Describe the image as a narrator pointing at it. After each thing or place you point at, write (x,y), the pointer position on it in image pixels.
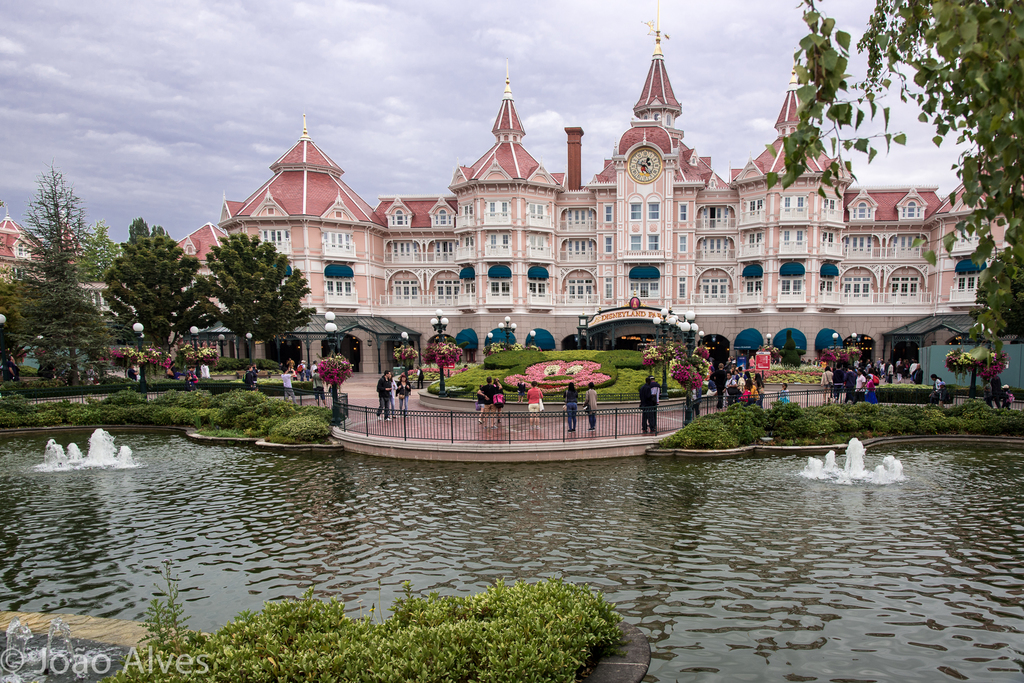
In this picture, we can see groups of people (382,408) walking on the path (408,405) and behind the people (653,390) there is a fence (467,433), water (497,501) and in front of the people (284,377) there are trees (19,304), poles (330,334) with lights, building (536,260) and a cloudy sky (23,18).
